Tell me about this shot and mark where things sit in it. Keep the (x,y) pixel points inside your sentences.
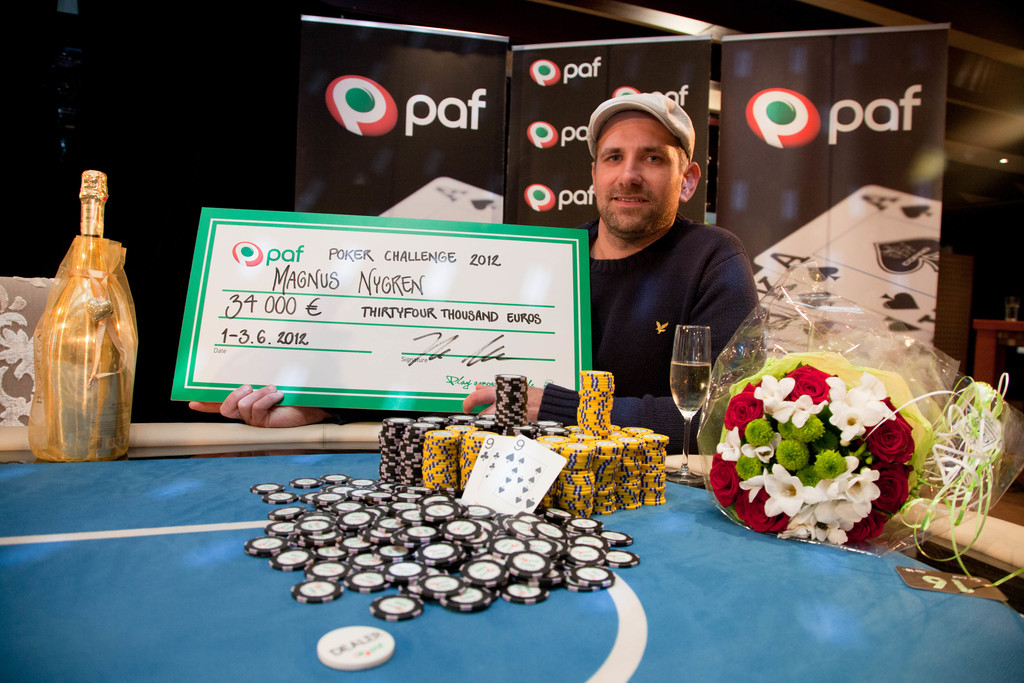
In the middle of the picture (617,303), we see a man (641,277) in black T-shirt (663,280) who is wearing a cap (620,97) is holding a bank cheque (517,317) in his hands (482,411). In front of him, we see coins (417,524) in black and yellow color are placed on the table (659,606). We even see a flower bouquet (803,474), glass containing water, cards (506,475) and an alcohol bottle (88,348) are placed on the table (194,431). Behind him, we see boards (680,68) in black color with some text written on it. In the background (256,77), it is black in color.
